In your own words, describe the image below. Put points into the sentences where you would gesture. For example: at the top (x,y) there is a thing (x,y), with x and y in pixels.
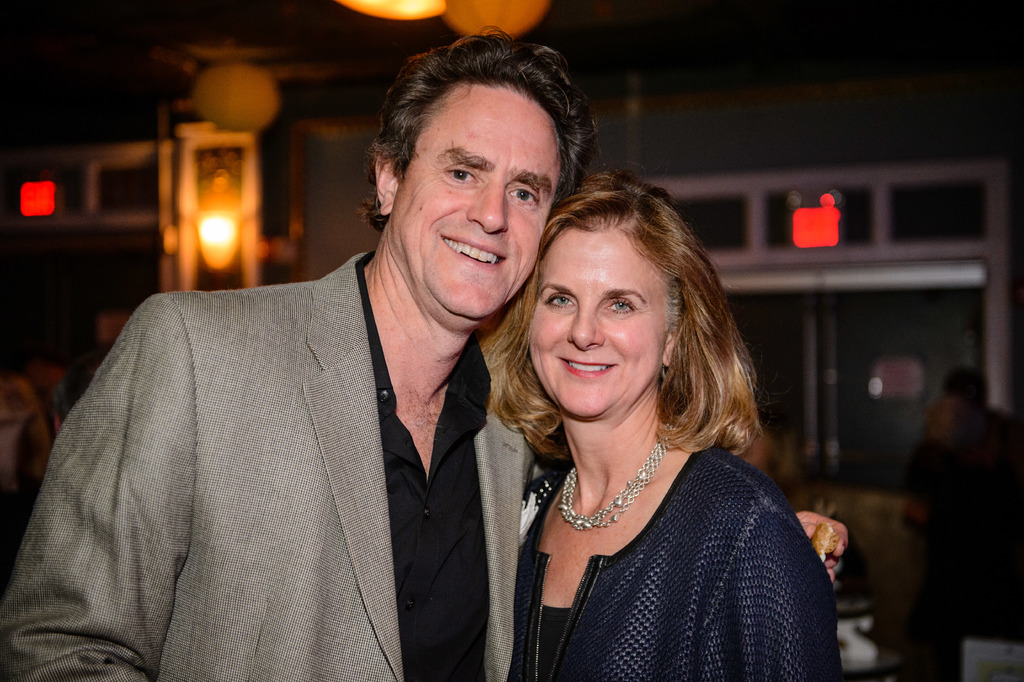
In this image, I can see the man (392,606) and woman (555,569) standing and smiling. I can see the lights (233,95). The background (874,306) looks blurry.
